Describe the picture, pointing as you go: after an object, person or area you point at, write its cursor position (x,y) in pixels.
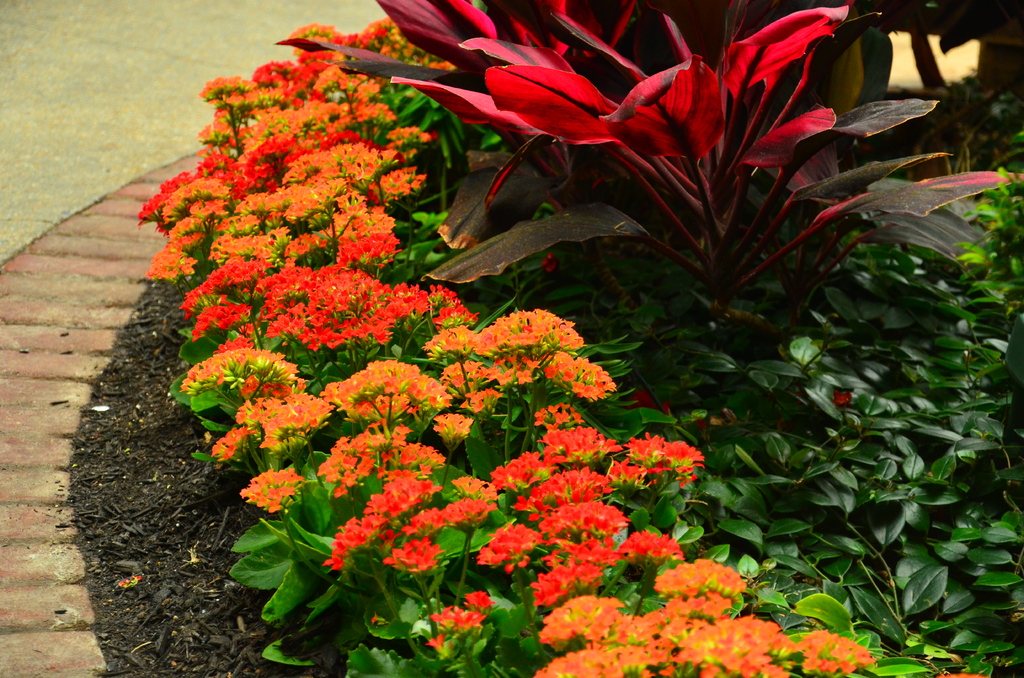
In this picture we can see few flowers (561,322) and plants (716,313).
